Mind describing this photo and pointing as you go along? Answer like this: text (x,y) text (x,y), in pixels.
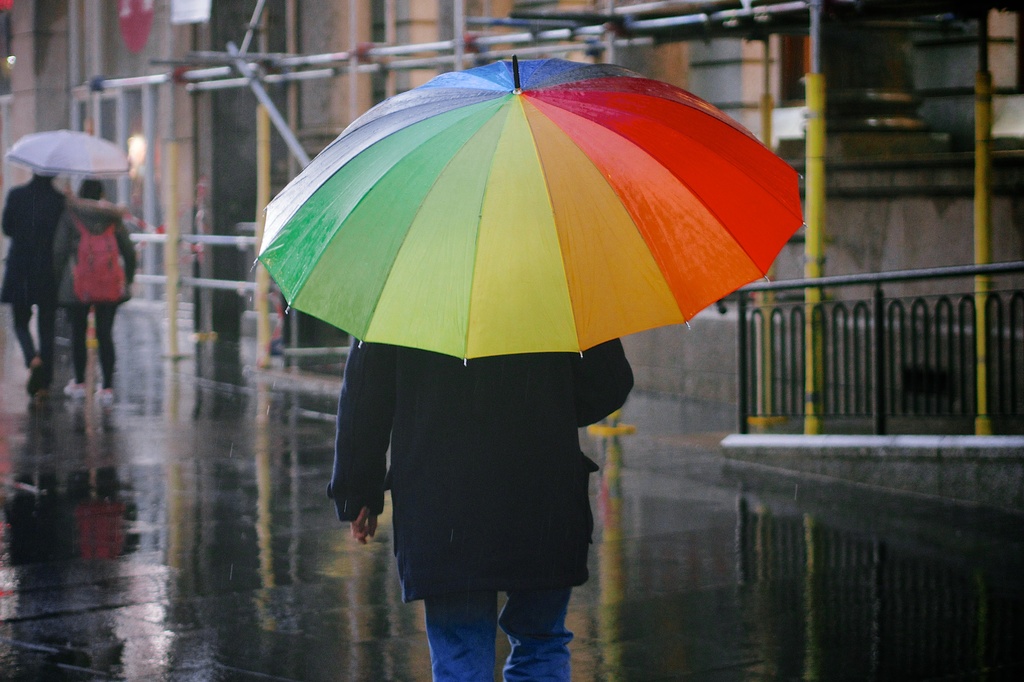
In the picture we can see a person (472,626) walking on the wet path (250,554) holding an umbrella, the umbrella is with different colors like red, orange, yellow, green and blue and far away from him we can see two other people (63,274) are walking under the umbrella (82,138) and one person (65,256) is wearing a red color bag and besides them we can see some poles (721,3) to the building (897,167) and besides it we can see a railing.
